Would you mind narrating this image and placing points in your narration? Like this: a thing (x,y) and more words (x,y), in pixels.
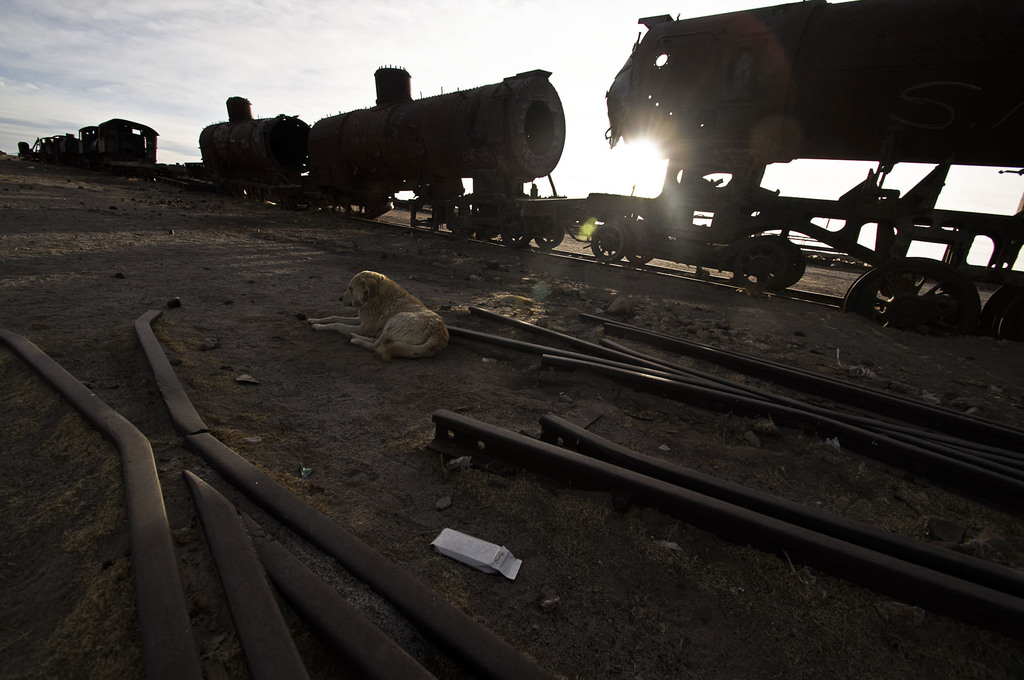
This image is taken outdoors. At the bottom of the image (676,638) there is a ground (336,504) and there are a few iron bars (544,464) on the ground (526,551). At the top of the image (75,62) there is a sky (326,48) with clouds (517,52). In the middle of the image (535,232) a train (459,187) is standing on the track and there is a dog (367,298) on the ground (347,312).
